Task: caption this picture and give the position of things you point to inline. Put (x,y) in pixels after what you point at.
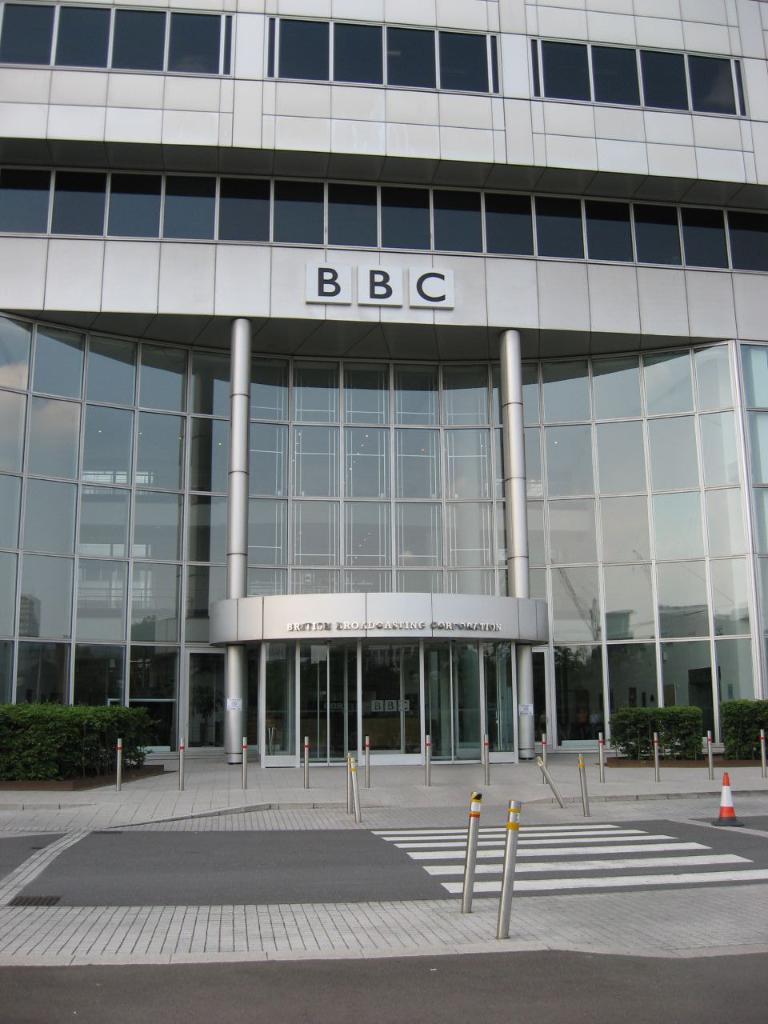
It is a BBC organization (320,432), it has plenty of windows (132,390) and the front part (498,448) of the organization (576,537) is made up of glass (399,471) and in front of that there are some plants (637,741) and there are some iron rods (359,790) kept in an order to walk into the office (467,727). On the right side (728,774) there is a traffic cone (730,793).
